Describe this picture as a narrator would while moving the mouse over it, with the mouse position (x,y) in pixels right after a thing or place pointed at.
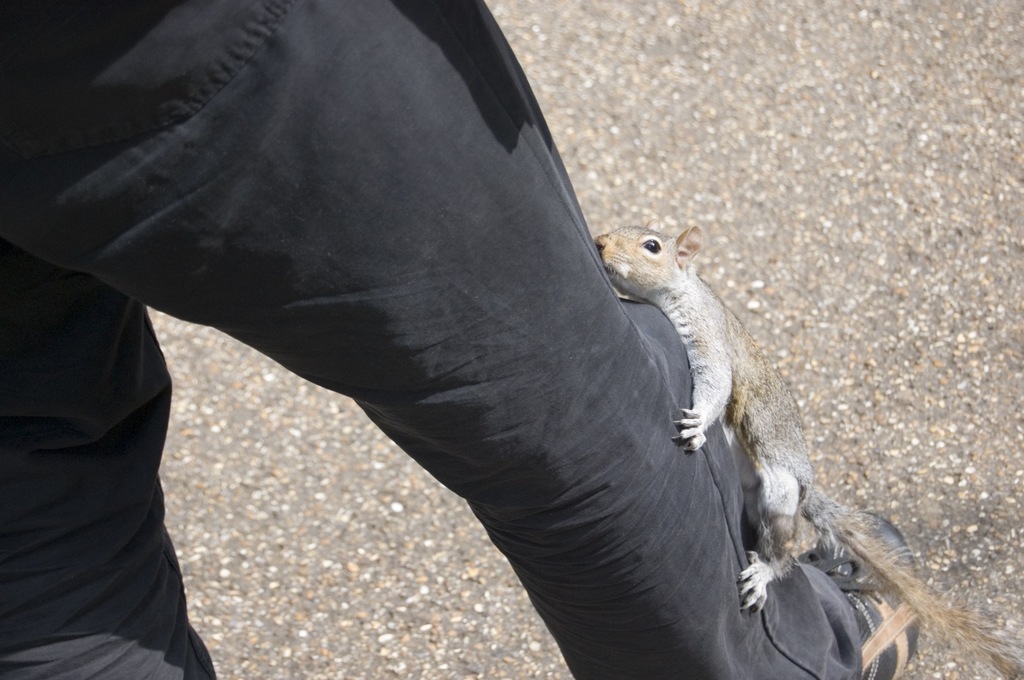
In this picture we can see an animal (677,324) on person's leg (537,372) and we can see shoe (894,626) and ground (921,442).
